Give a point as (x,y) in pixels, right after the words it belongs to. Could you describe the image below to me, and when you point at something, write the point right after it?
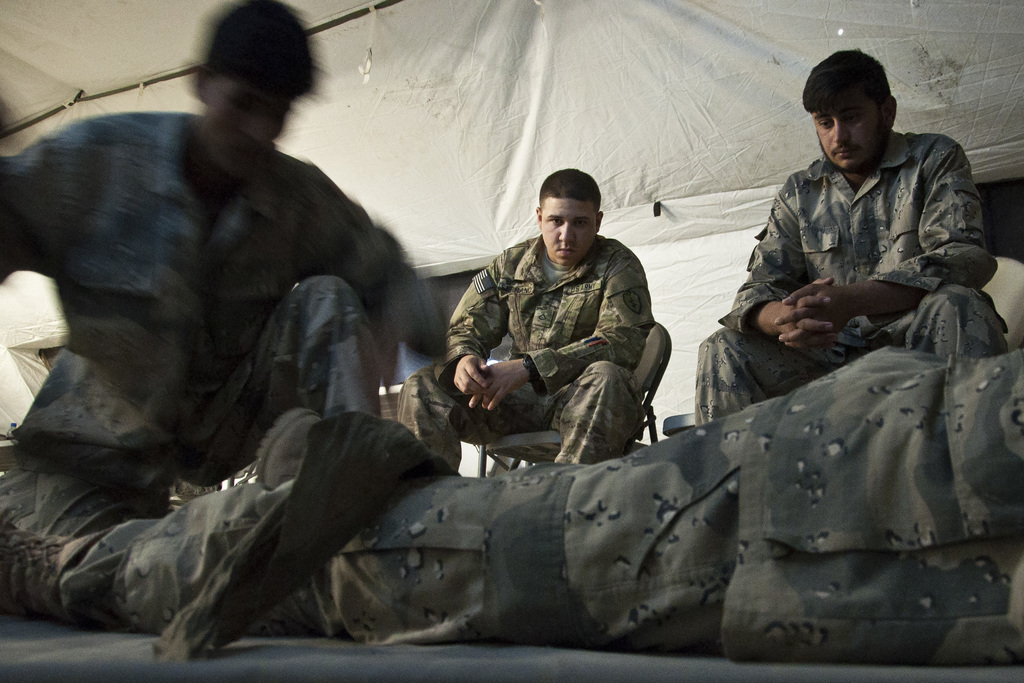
In this image we can see persons (533,258) sitting on the chairs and a man (740,411) is lying on the ground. In the background (336,172) there is a tent (349,172).
